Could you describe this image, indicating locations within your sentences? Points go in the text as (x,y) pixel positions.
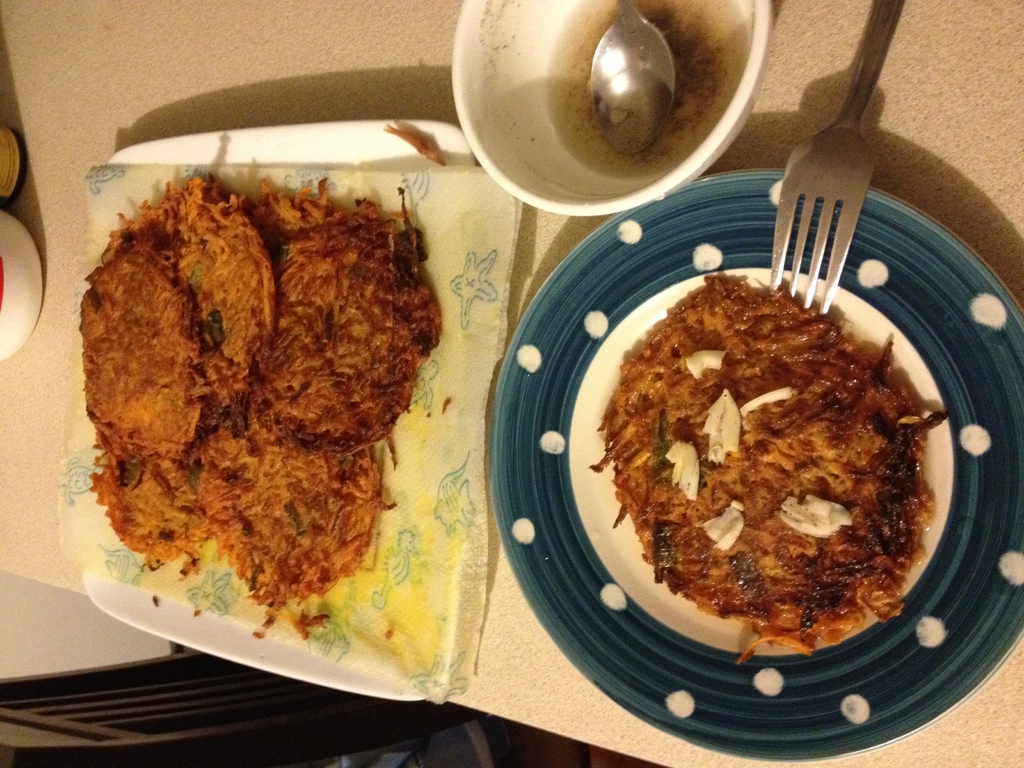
In the image we can see there are food items (754,458) kept on the plates (969,320) and there is a soup (691,35) kept in the bowl (636,68). There is a spoon (639,118) kept in the bowl (640,173) and there is a fork (830,174) kept on the plate (866,224). There is a chair (332,731).
